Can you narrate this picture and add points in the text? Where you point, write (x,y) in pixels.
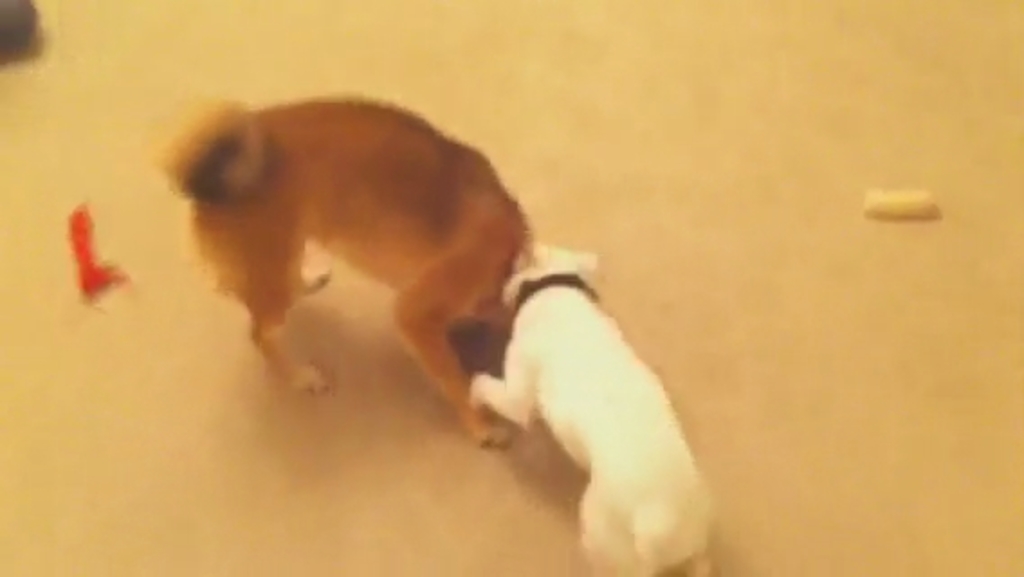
This pictures seems to be clicked inside. In the center (599,375) we can see the two animals (418,251) standing on the ground (318,297) and there are some objects (918,197) placed on the ground (545,217).
